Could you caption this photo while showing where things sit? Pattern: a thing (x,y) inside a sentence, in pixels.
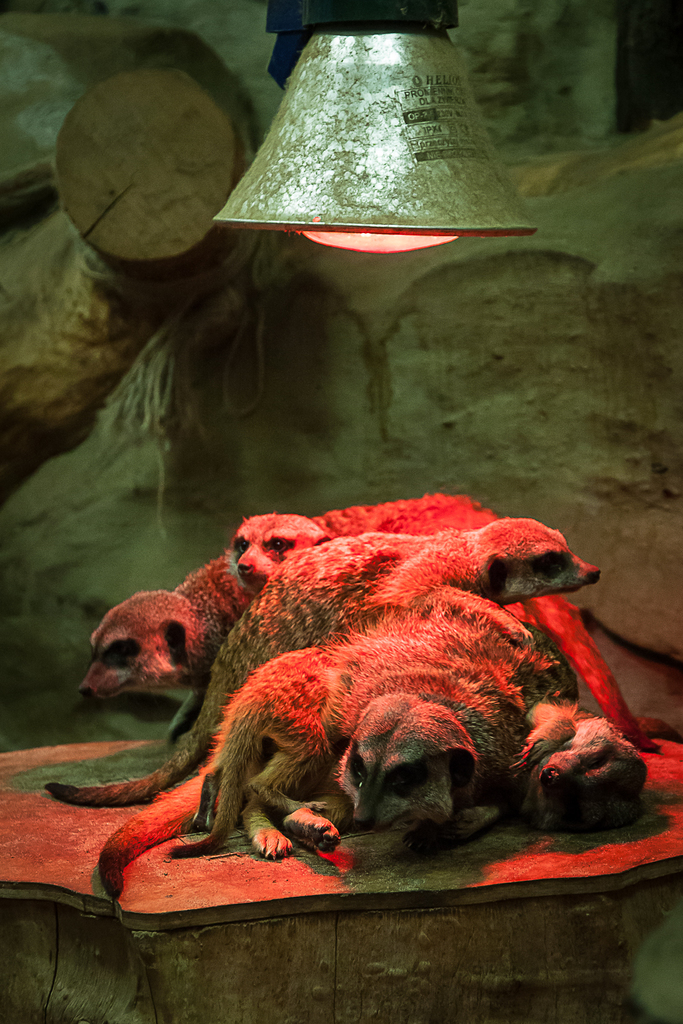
In this picture we can see few animals (402,679), rocks (596,348) and a light (387,237).
